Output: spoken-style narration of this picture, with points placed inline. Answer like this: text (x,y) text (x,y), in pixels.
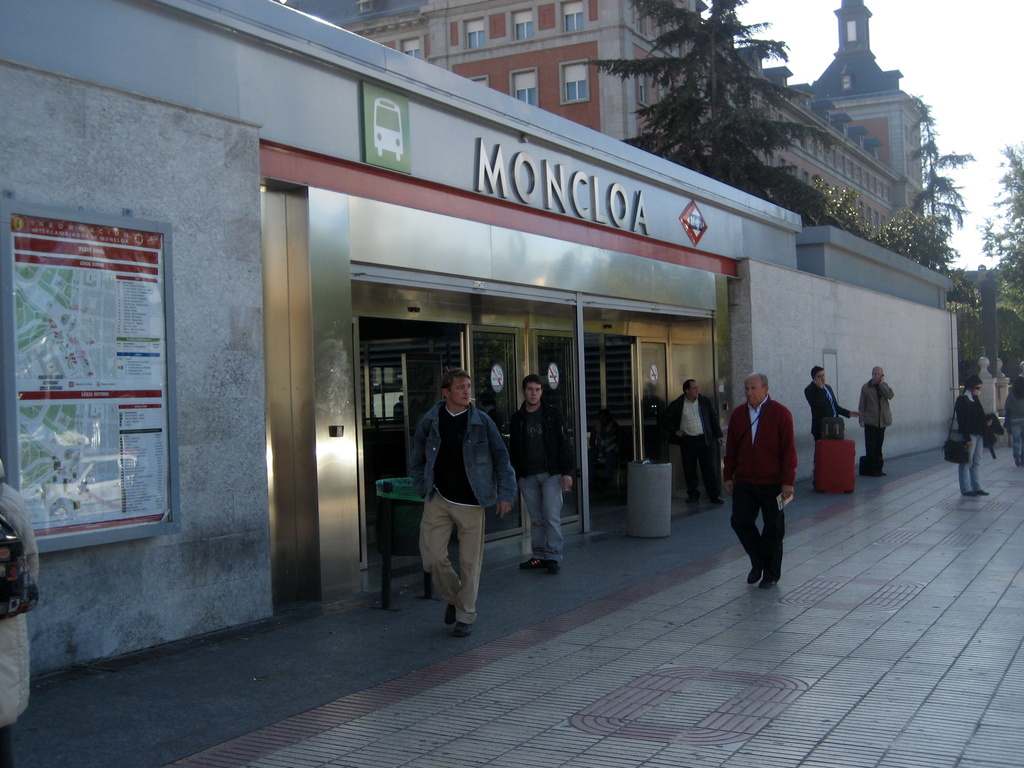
In this image I can see group of people (698,446) walking. The person (784,437) in front (770,433) wearing maroon shirt (782,443), black pant (766,533), background (436,156) I can see a stall (368,465), trees (655,116) in green color, buildings (502,77) in brown and cream color and the sky (962,70) is in white color.
